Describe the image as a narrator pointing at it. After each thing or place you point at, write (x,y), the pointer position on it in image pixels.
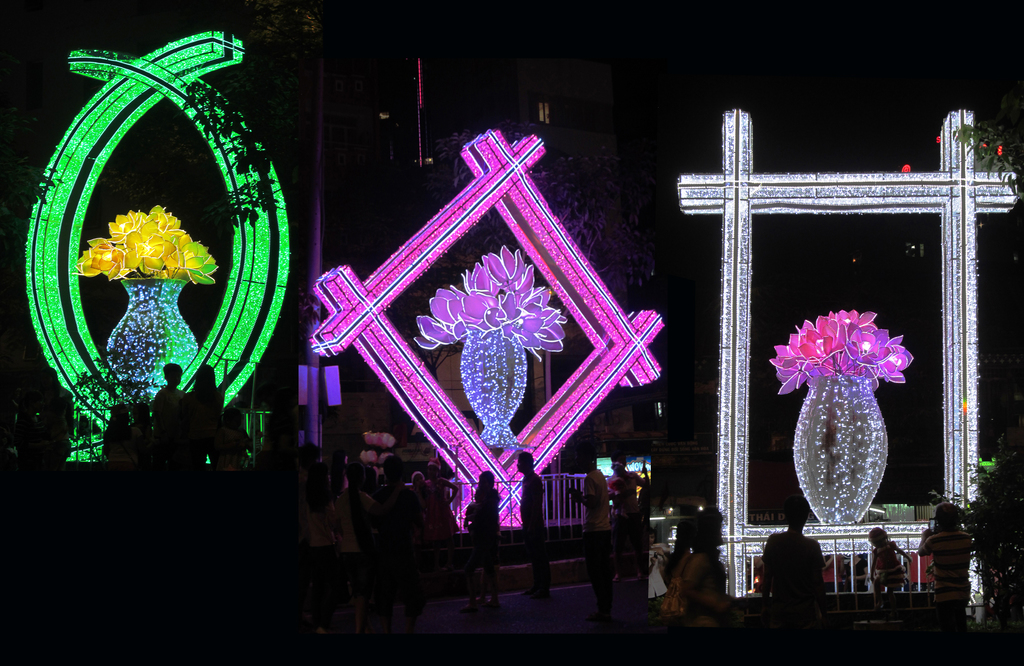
In this image on the foreground (139,455) there are few people (182,428). In the background (863,402) there are lights (788,347) in the shape of flower pot (551,324). In the background (568,340) there are buildings (374,197). The background (388,197) is dark.
